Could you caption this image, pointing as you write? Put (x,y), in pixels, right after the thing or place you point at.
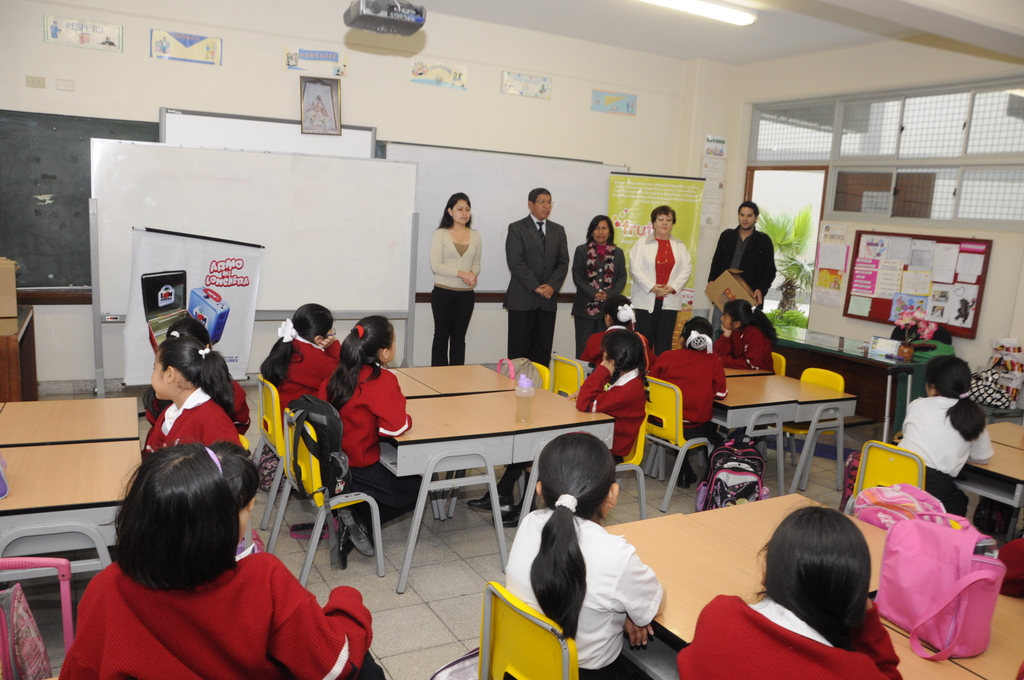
This picture shows a class room (769,406) and tables (535,434) and bags (748,495) on the floor (685,489) and on the table (715,571) and we see few people (448,323) standing and a man (720,270) holding a box (718,283) in his hand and we see white boards (328,152) and a notice board (892,258) on the wall (1000,266) and we see a projector (389,23) and light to the roof (700,38) and few posters (542,84) on the wall (525,148) and we see a tree (782,268).
